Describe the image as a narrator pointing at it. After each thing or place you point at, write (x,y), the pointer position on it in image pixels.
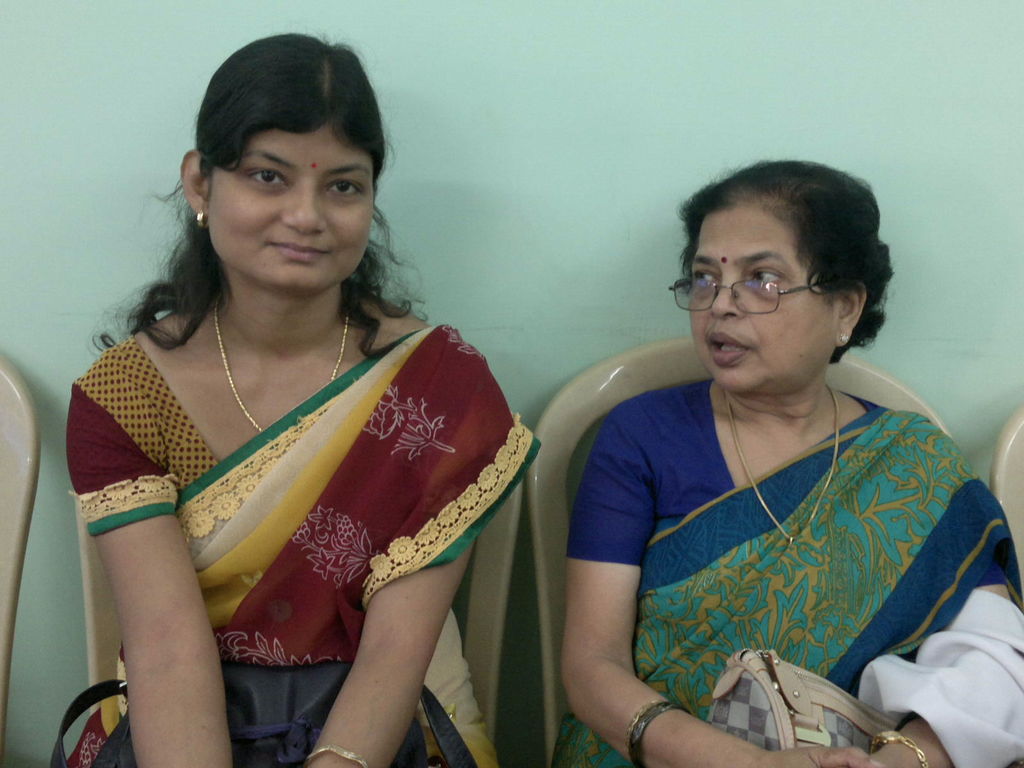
In this image I see 2 women (872,292) and both of them are sitting on the chair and holding their handbags (107,763) and I can also see there is a chair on the either side. In the background (81,359) I can see the wall (538,339).
